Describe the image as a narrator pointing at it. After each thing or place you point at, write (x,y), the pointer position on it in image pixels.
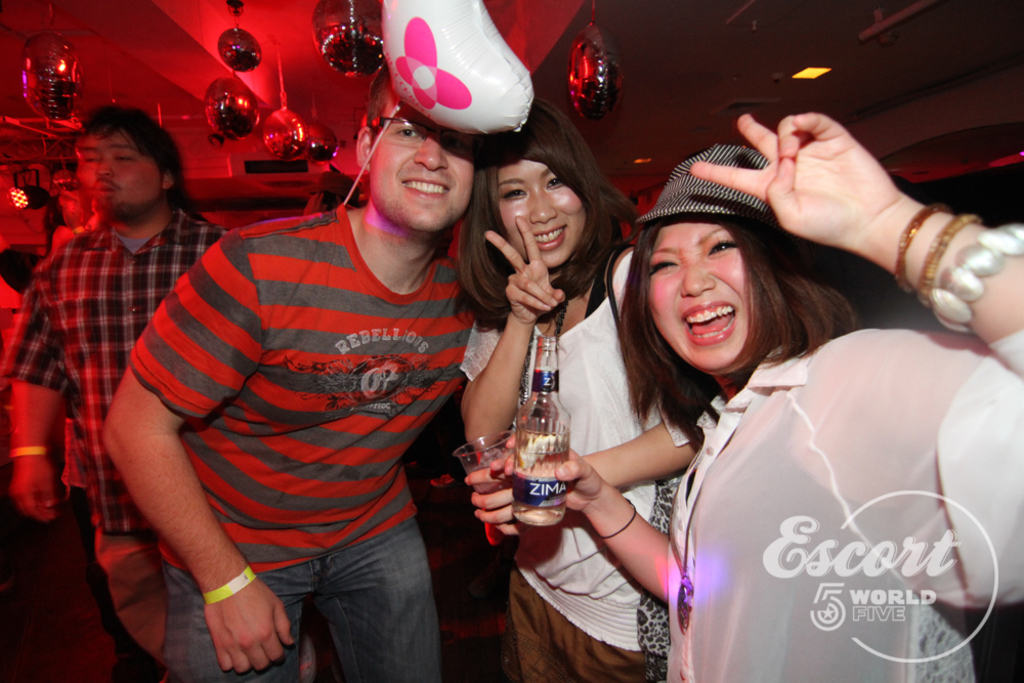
This image consists of so many persons (501,303) in the middle (486,366). There are two persons (687,538) who are holding a glass (483,443) and a bottle (548,371). There is a balloon (404,66) at the top (521,85). There are lights (218,131) at the top (613,84).
